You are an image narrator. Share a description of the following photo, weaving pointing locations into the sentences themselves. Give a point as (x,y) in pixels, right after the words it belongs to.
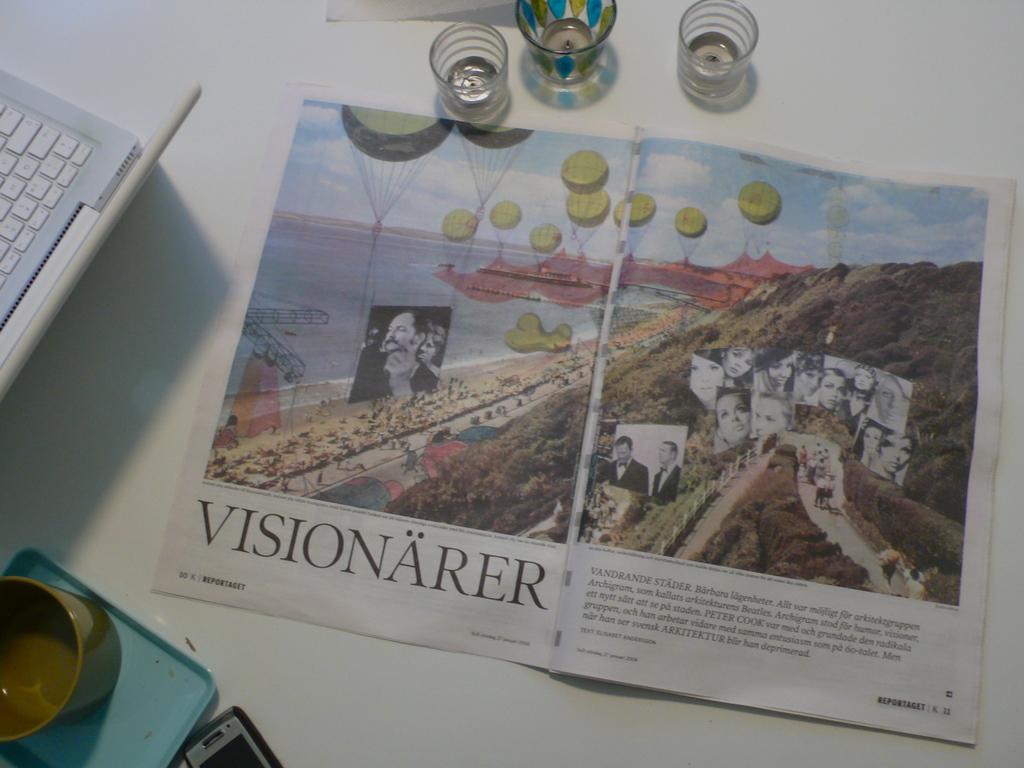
On a white surface (841,133) we can see a paper (704,413), glasses (706,90), mobile (242,744), laptop (60,235) and other objects (100,705).
